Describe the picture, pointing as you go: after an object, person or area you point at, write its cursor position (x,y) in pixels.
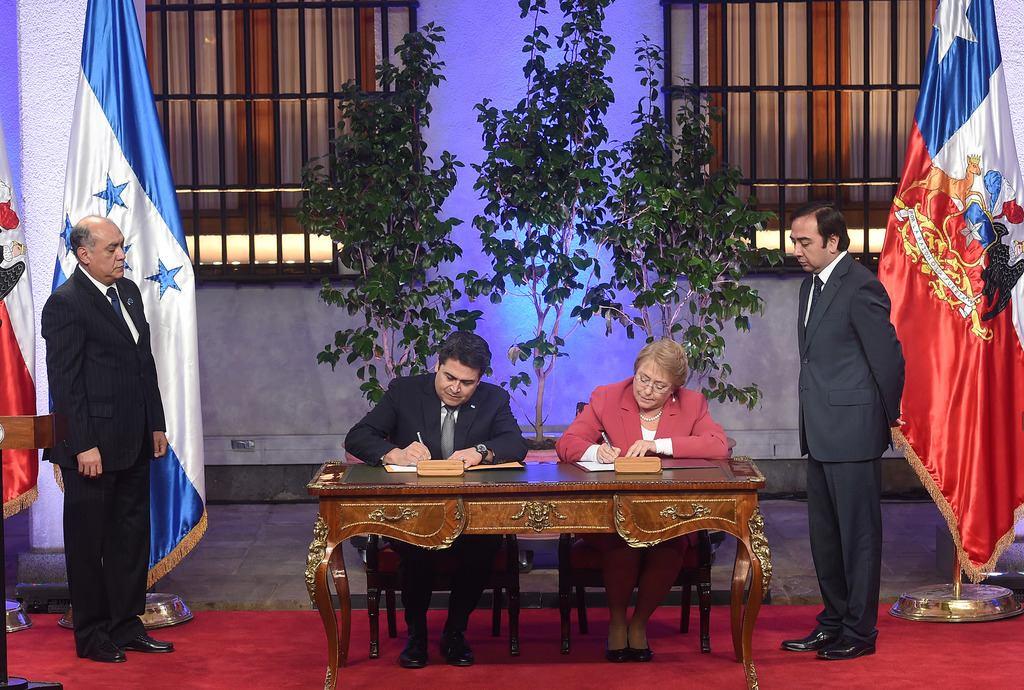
In this image, There is a floor (167,675) which is in red color and in the middle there is a table (339,546) which is in brown color and there are two persons (586,447) sitting on chairs (579,546), In the left side (123,558) there is a man (123,562) standing and in the middle (369,234) there are some green plants (636,207) and in the right side (989,387) there is a red color cloth (944,280), In the background (821,88) there is fence (212,96) in black color.
